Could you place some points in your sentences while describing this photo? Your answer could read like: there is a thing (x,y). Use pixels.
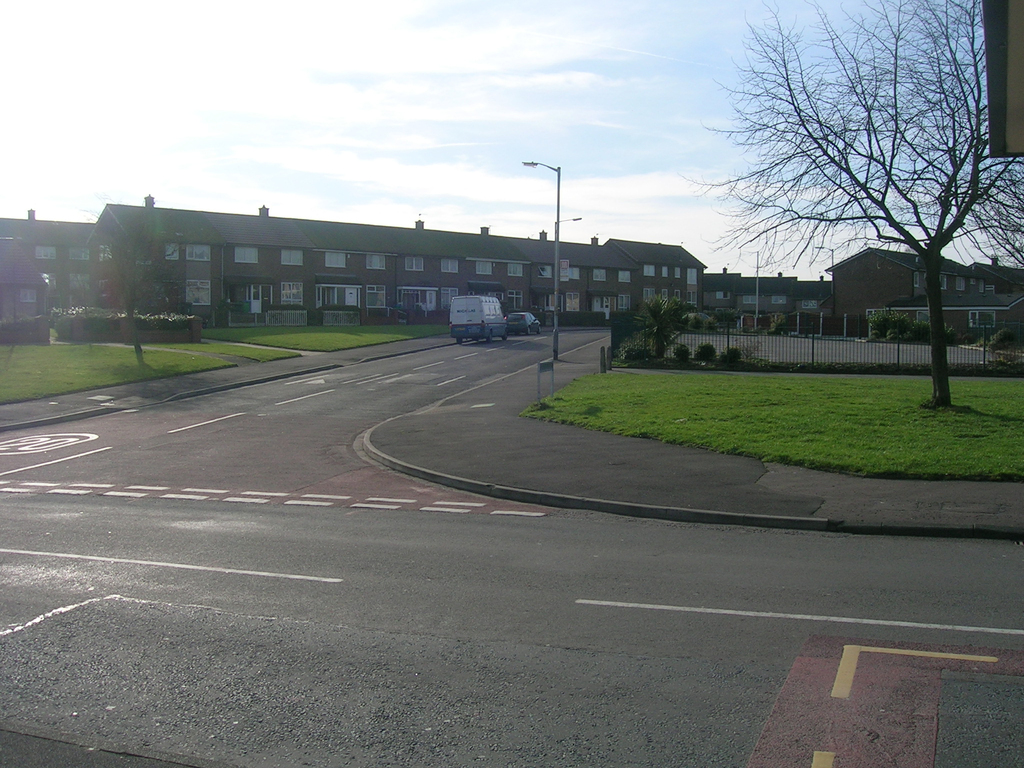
Vehicles (457,329) are on the road (430,389). Background (241,251) there are buildings (400,279) with windows (256,255), fence (712,343), plants (96,317), grass (683,391), light pole (557,334) and tree (910,158). Sky (446,118) is cloudy.
